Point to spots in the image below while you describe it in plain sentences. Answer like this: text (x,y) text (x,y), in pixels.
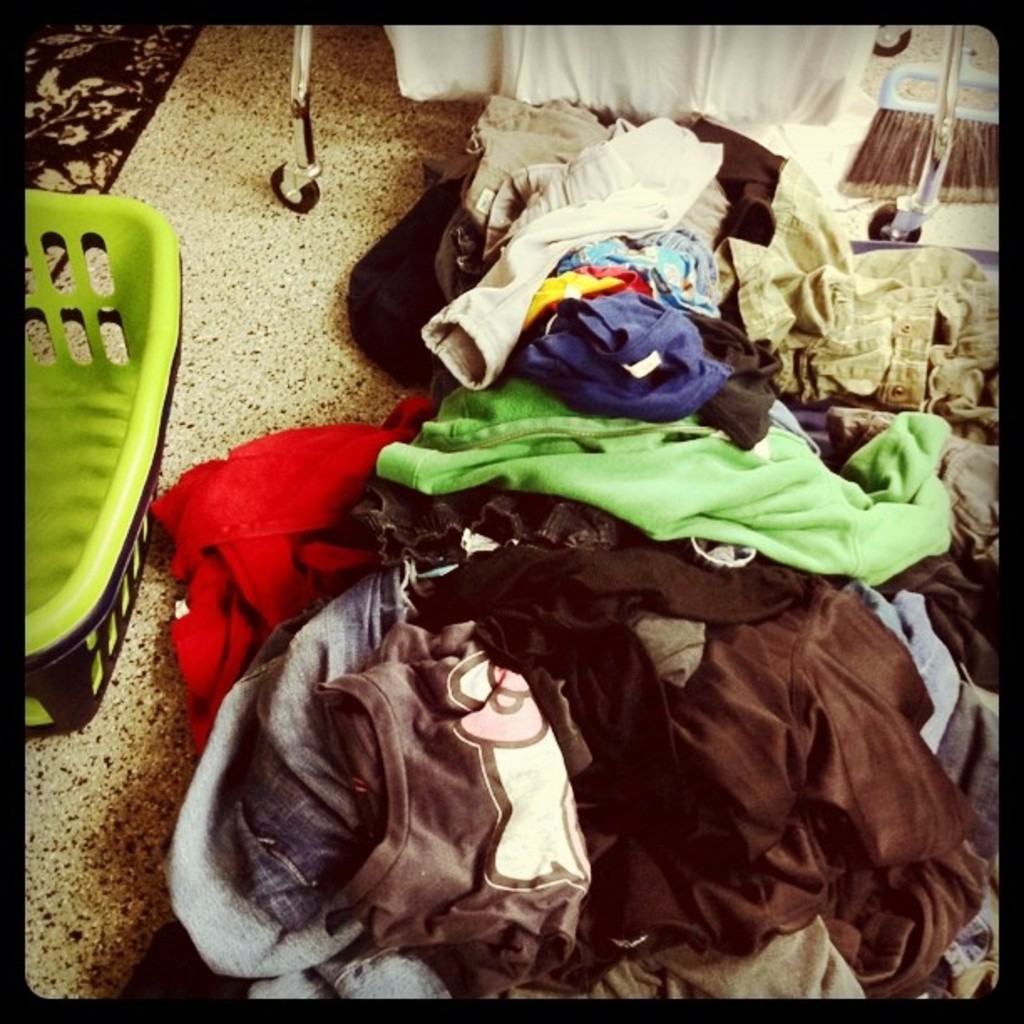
In this image I can see the clothes (512,557) on the floor (277,383). On the left side (60,435) I can see a basket (66,379).
